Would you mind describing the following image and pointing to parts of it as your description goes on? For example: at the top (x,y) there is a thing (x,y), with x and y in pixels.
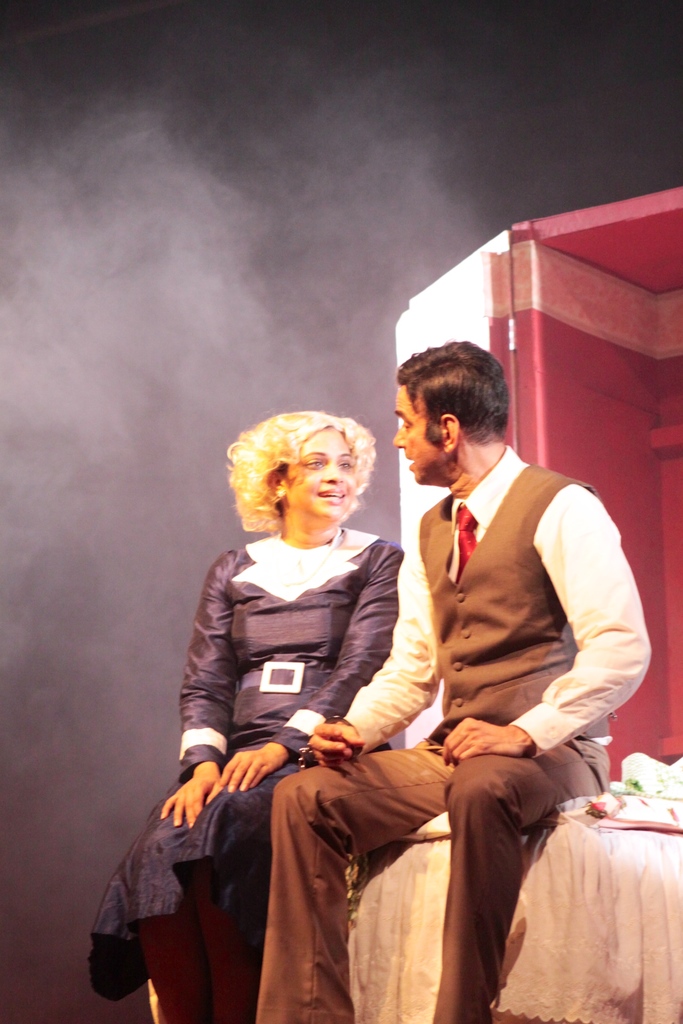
In this image I can see two persons (229,720) are sitting and I can see a red colored object (673,498) behind them. I can see the black colored background (580,149).
